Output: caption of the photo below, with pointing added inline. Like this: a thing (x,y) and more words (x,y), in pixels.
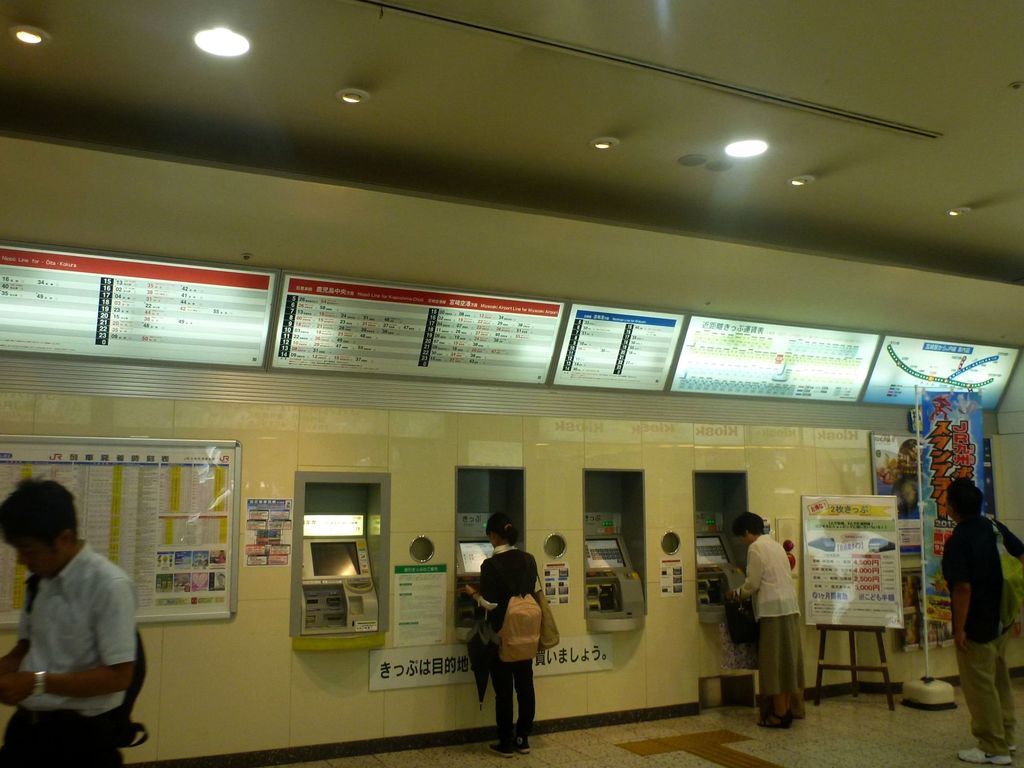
In this image I can see there are three persons (33,581) visible in front of the machines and I can see the wall (574,407) visible in the middle (463,422) and I can see hoarding boards (158,468) and displays (345,286) visible on the wall (287,417) and at the top (219,71) I can see the roof (593,55), on the roof (805,142) I can see lights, on the right side (1019,586) I can see a person (989,554) carrying a bag (1005,547) and hoarding board (855,589) kept on the floor (857,701).
